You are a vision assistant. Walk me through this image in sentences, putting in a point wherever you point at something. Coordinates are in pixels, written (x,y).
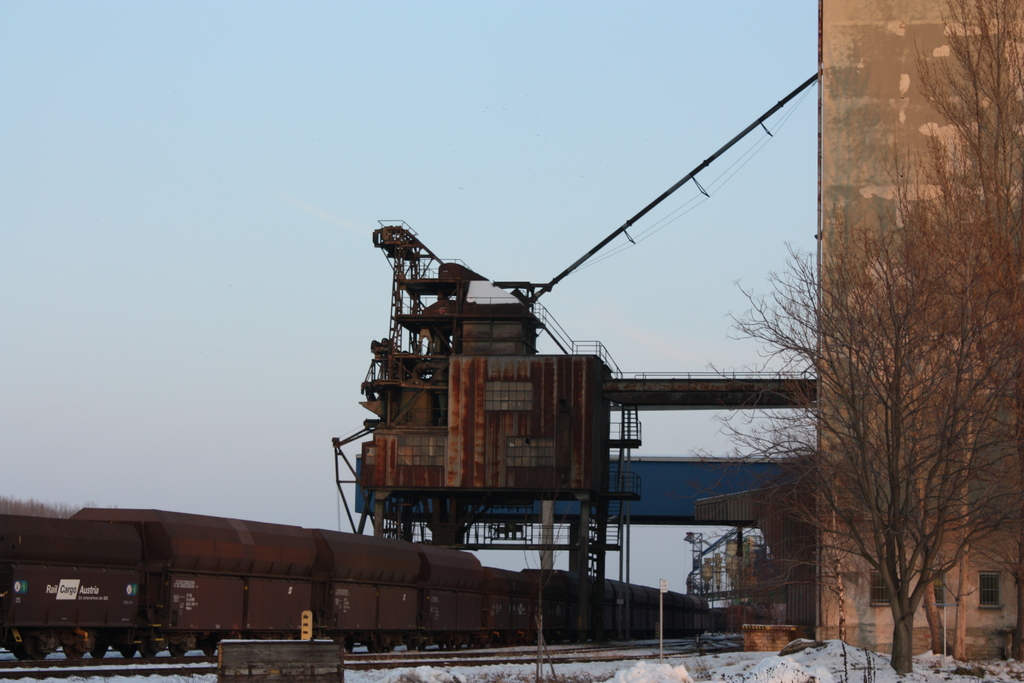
In the foreground of this image (168,589), there is a train (162,613) on the track (164,658) which is on the left side (181,659). We can also see few poles (944,655), trees (957,558) and the snow (931,654) at the bottom (726,674). In the middle (520,305), there is an industry (716,398). At the top (367,63), there is the sky (282,71).
